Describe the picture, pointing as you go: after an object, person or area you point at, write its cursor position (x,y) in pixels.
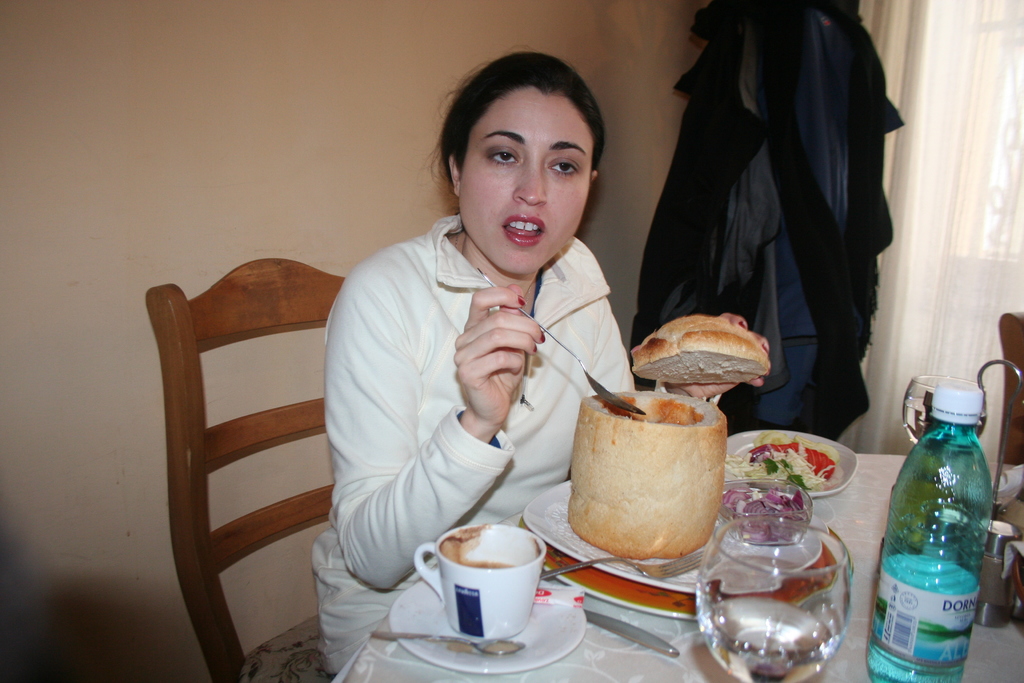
In the picture I can see a woman (477,392) is sitting on a chair (319,420) in front of table (682,569) and holding a spoon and food item (670,331) in hands (493,350). On the table (868,507) I can see a cup (533,588), saucers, food item (688,526) on a plate (739,583), glass (777,587), bottle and other objects (773,498). In the background (837,133) I can see clothes (846,159), white color curtains (936,105) and a wall (143,170).
